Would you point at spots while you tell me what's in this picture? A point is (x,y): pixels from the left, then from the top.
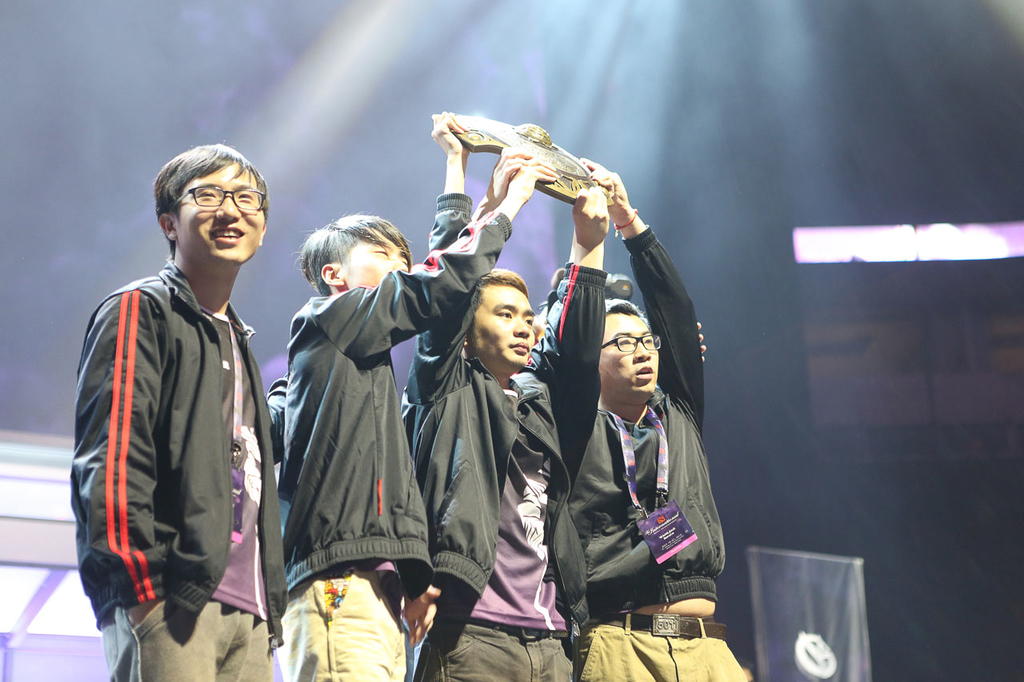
In this image there are four boys (533,453), three boys (372,483) holding a shield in their hands (582,227).
